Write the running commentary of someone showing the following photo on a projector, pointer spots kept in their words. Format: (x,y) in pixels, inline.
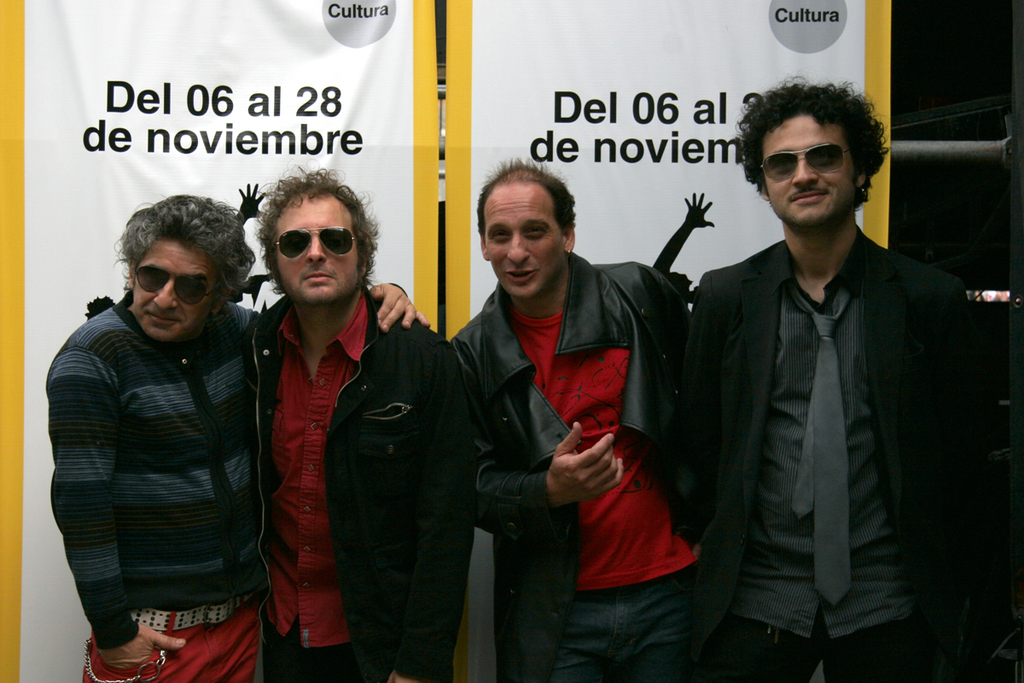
In front of the picture, we see four men (400,468) are standing. All of them are posing for the photo. Out of them, three men (295,404) are wearing goggles (793,166). Behind them, we see the white banners (408,165) with some text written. Behind that, we see an iron rod (916,141). In the background (941,139), it is black in color.
